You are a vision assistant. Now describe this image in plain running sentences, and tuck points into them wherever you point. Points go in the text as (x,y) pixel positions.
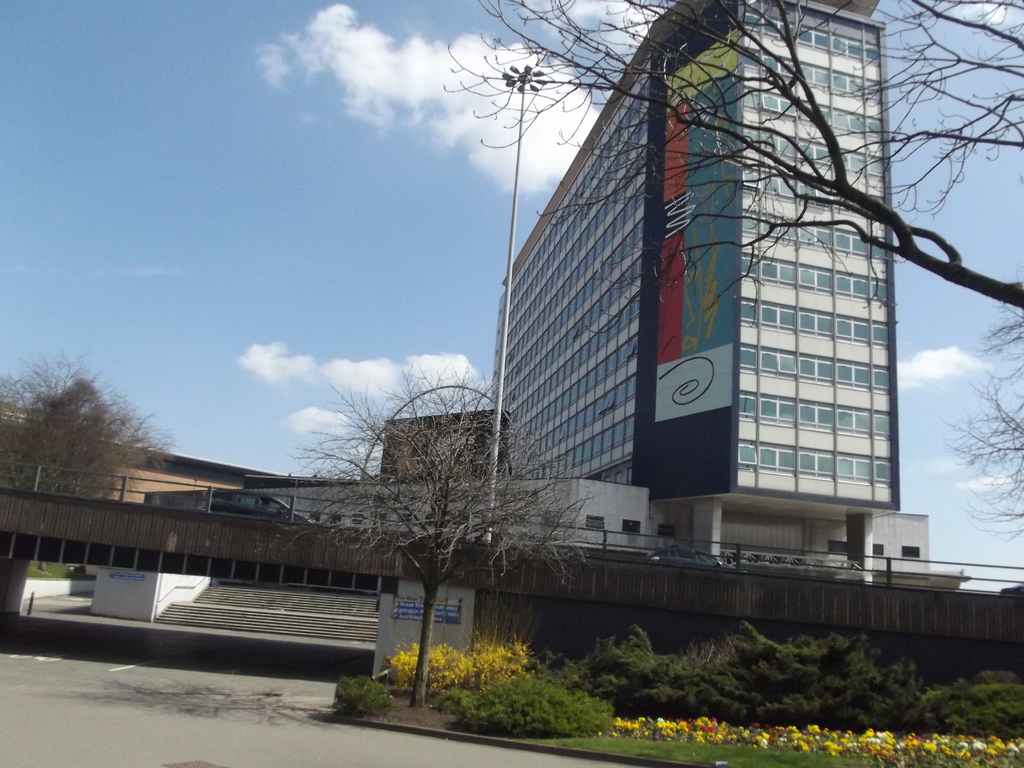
In the image we can see building (825,396) and the windows (773,420) of the building (783,414). Here we can see light pole (513,278), trees (475,532) and plants (734,691). We can see grass (735,758), road (130,737) and the cloudy sky (181,218).
